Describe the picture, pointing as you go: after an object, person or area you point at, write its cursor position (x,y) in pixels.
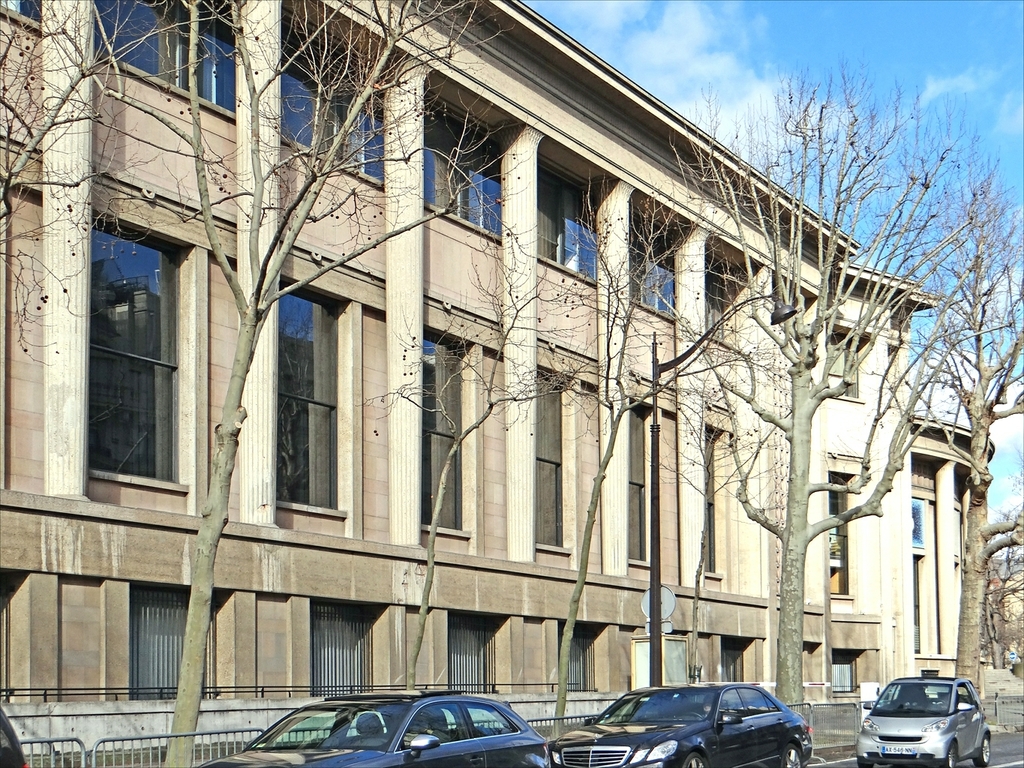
At the bottom of the image (743,721) we can see a few vehicles (743,721) on the road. In the background (814,101), we can see the sky (694,19), clouds (686,3), trees (860,147), one building (474,378), windows (717,290), pillars (679,275), fences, one pole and a solid structure (667,646).
